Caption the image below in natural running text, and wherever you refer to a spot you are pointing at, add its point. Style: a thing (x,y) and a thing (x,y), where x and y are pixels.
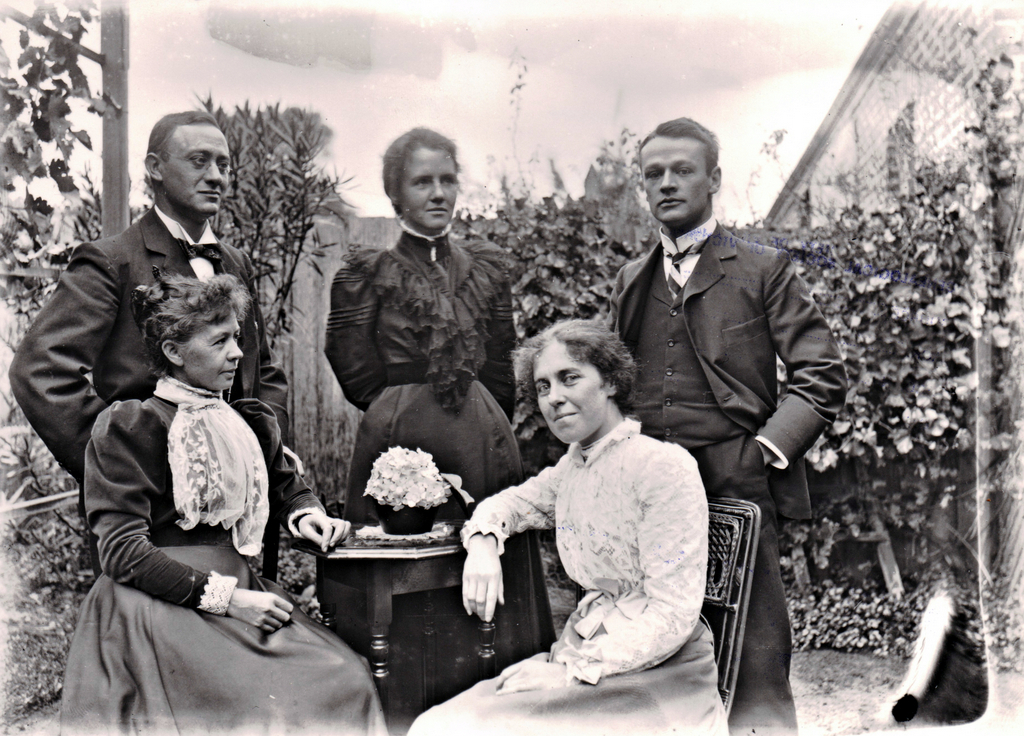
It is a black and white image. In this image we can see two women (205,541) sitting on the chairs (711,565). We can also see two men (208,218) and a woman (438,256) standing. There is a table (353,526) and on the table (371,556) we can see the flower vase (394,456). In the background (265,241) we can see the plants (888,593) and also the trees (260,203). We can also see the building wall (925,36) and also the sky (455,67).
